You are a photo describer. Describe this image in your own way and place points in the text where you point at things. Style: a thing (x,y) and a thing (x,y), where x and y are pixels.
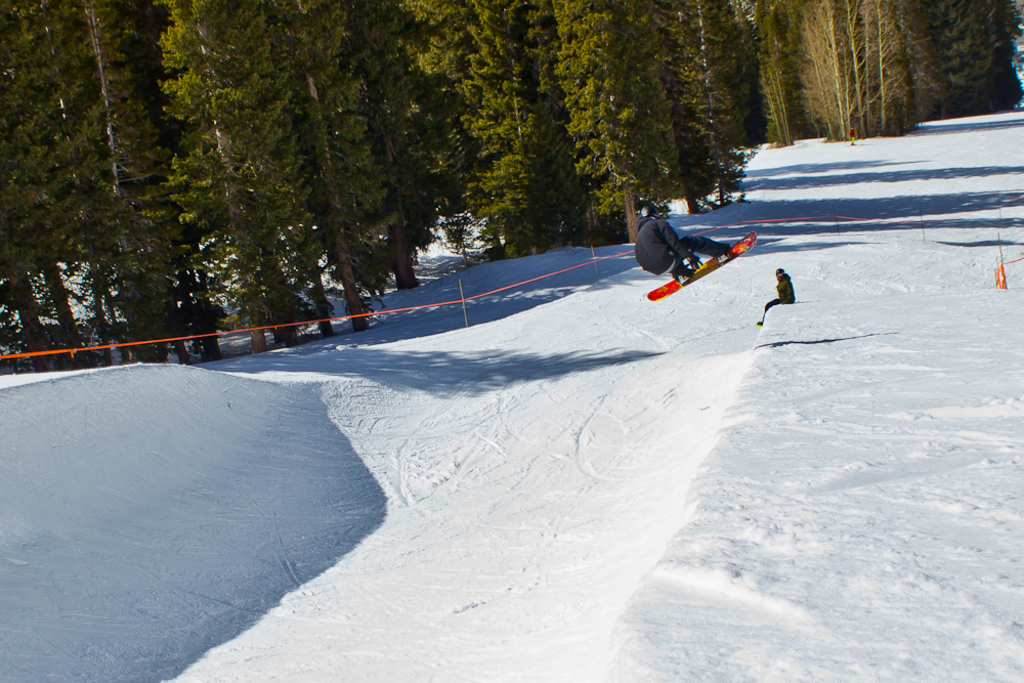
In the foreground of this image (677,562), there is the snow (325,448) and in the background (644,209), there is a person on a snowboard (668,293) in the air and a person (791,291) sitting on the snow (764,297), a ribbon (450,302) tied to the poles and the trees (355,83).
